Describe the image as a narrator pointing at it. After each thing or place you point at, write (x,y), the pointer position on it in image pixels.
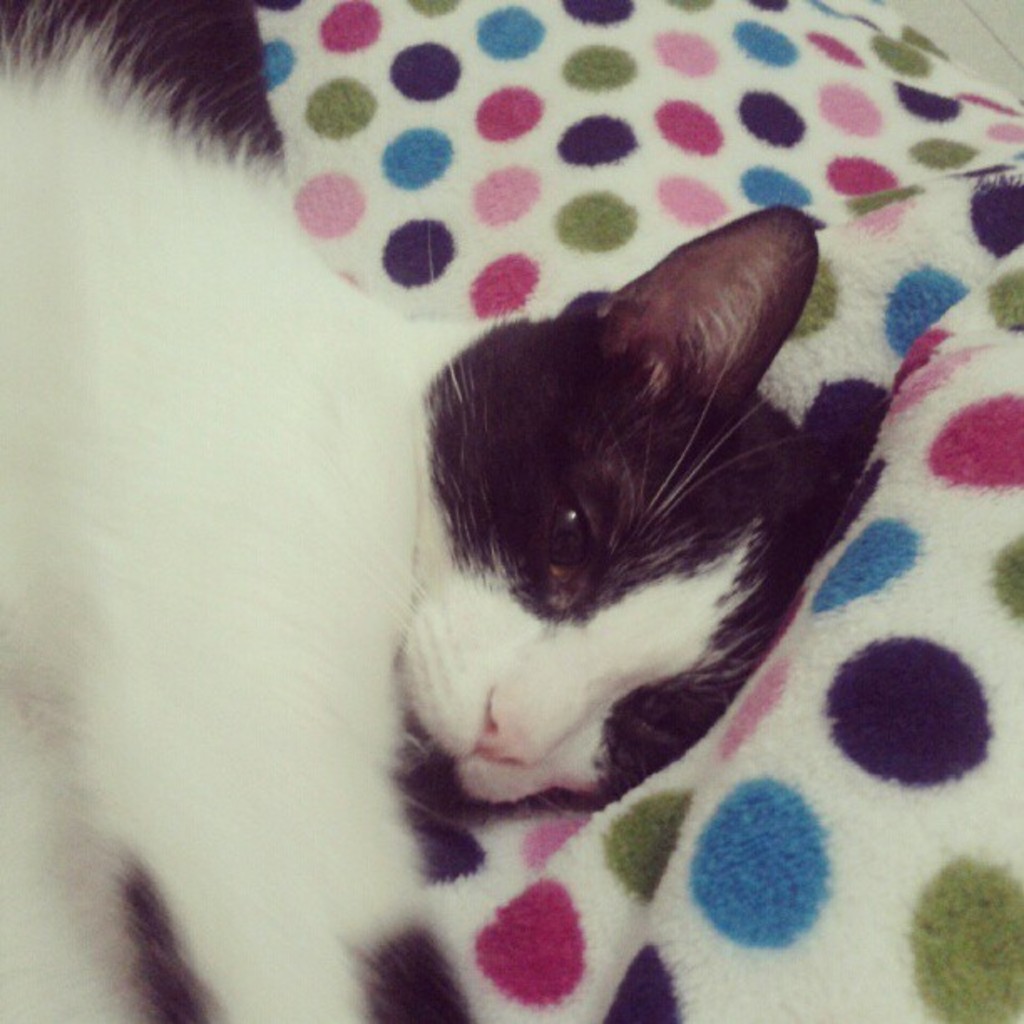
In the picture there is a cat (227,707) lying on the blanket (550,263).
